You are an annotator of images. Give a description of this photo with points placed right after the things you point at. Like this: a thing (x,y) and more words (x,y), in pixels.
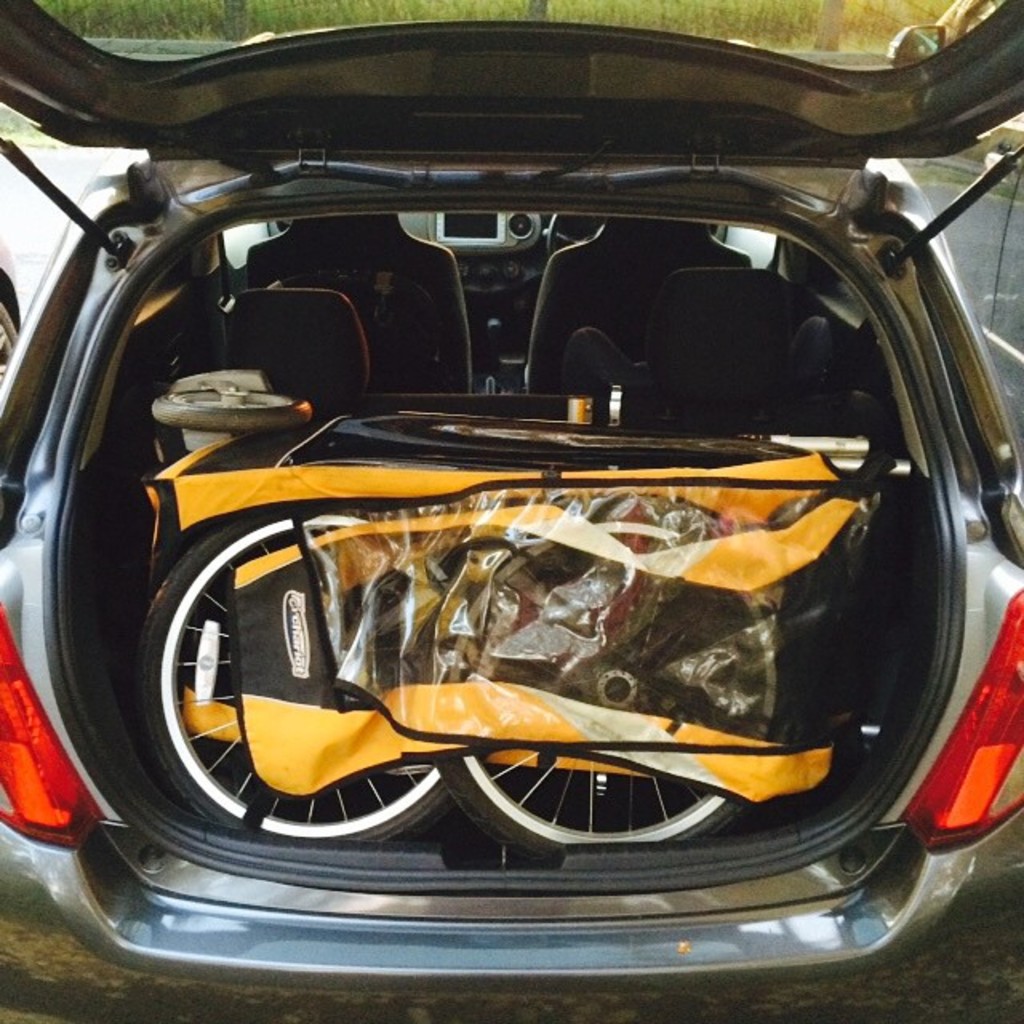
In the given image I can see the inside view of the car (79,110) that includes seats (618,382) and wheels (444,619).
